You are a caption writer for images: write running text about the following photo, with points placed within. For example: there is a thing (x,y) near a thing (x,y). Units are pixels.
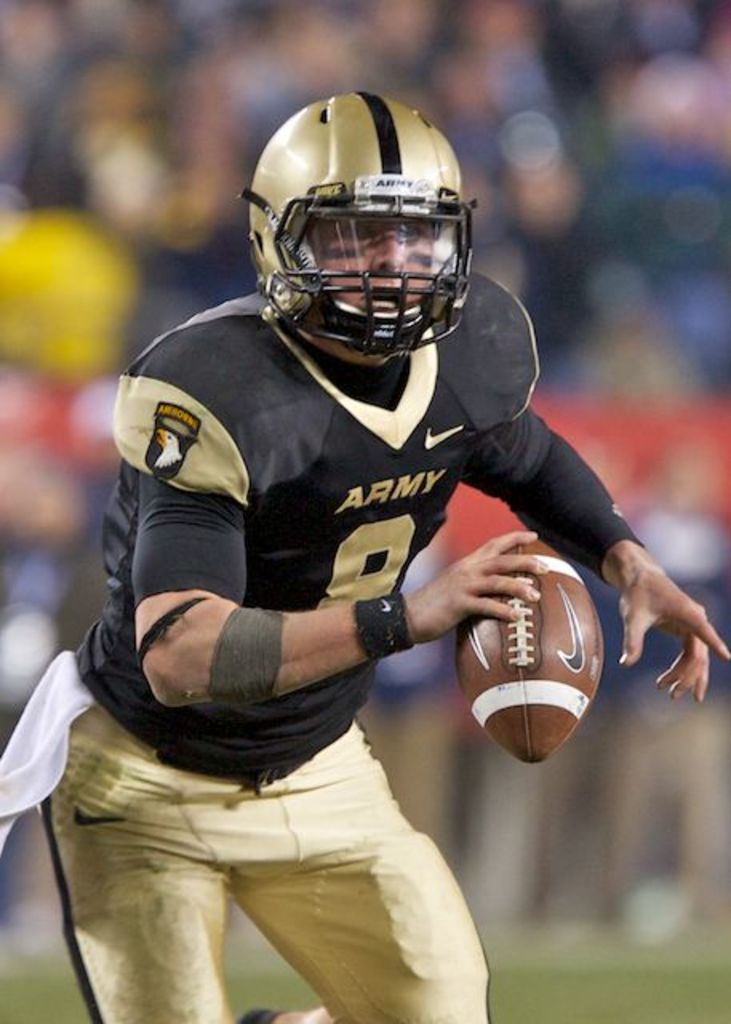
In this picture I can see a person (326,675) is running and holding a ball (519,642) in the hand (519,590). The person (338,257) is wearing a helmet (348,183), pant (91,883) and black color clothes (250,538). The background of the image (405,701) is blur.
